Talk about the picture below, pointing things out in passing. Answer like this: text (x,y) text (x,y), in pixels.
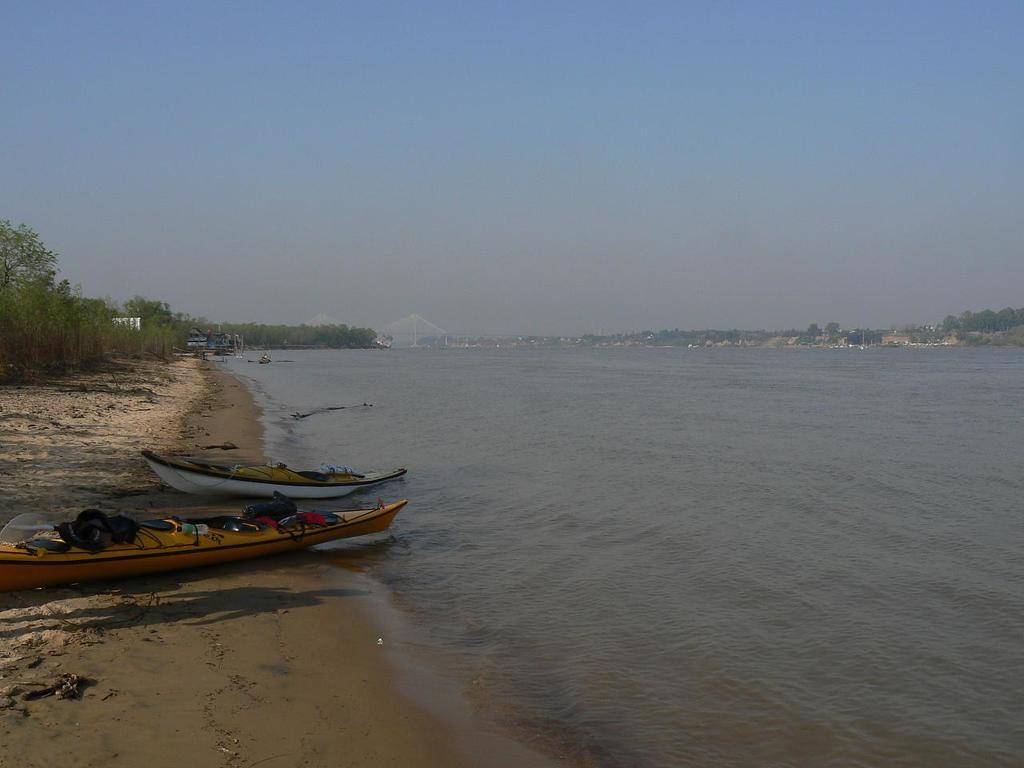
In this picture there are two boats (167,521) and few trees (99,315) in the left corner (50,315) and there is water (629,426) beside it and there are trees (674,337) in the background (716,326).
